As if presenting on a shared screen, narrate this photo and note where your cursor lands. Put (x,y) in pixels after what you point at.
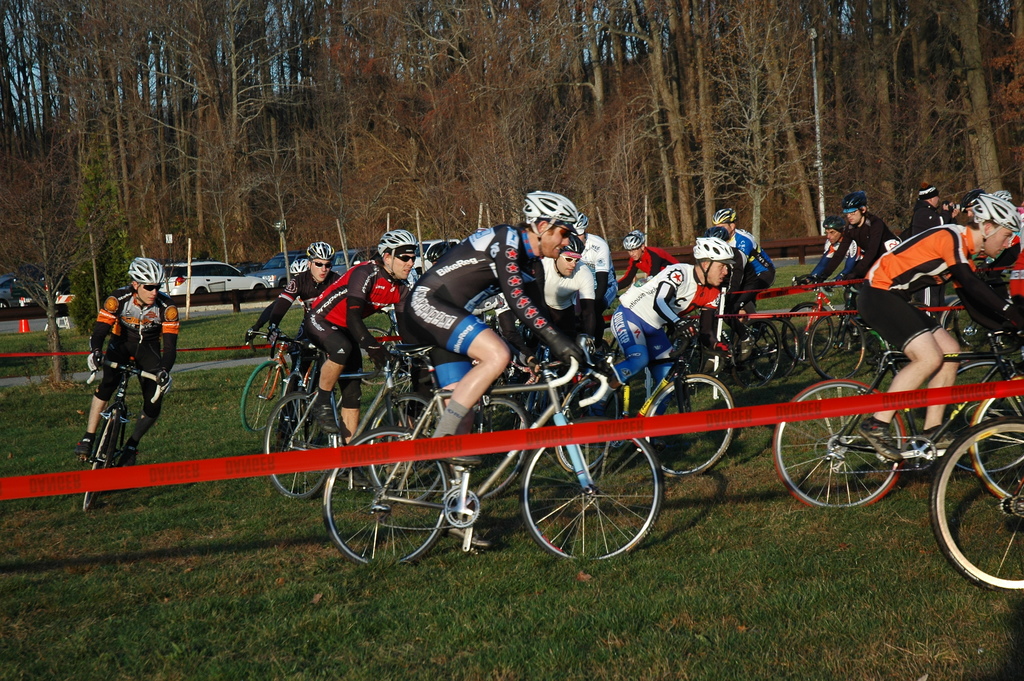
In the image I can see some people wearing helmets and riding the bicycles (534,524) and around there are some other vehicles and some trees (435,30) and plants (101,268).
